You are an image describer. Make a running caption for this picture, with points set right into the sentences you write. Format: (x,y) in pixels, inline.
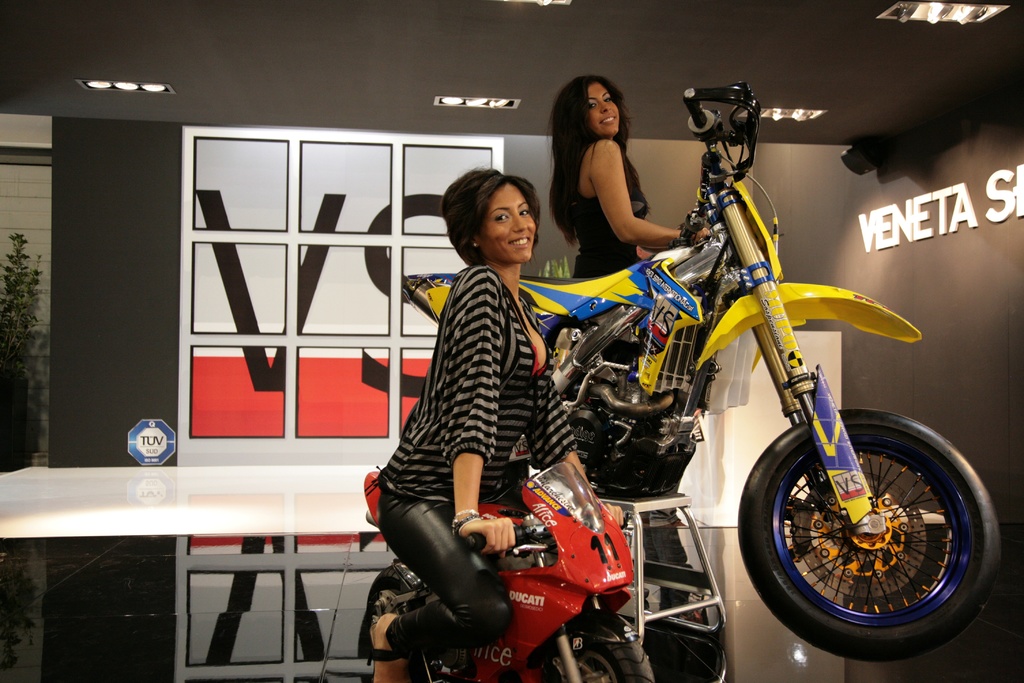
In the center (454,421) we can see one lady (491,443) she is sitting on vehicle (517,514) and she is smiling. Beside her we can see another lady (615,167) she is also smiling. And coming to background (326,228) there is a wall (867,257) with sign board (883,235).
